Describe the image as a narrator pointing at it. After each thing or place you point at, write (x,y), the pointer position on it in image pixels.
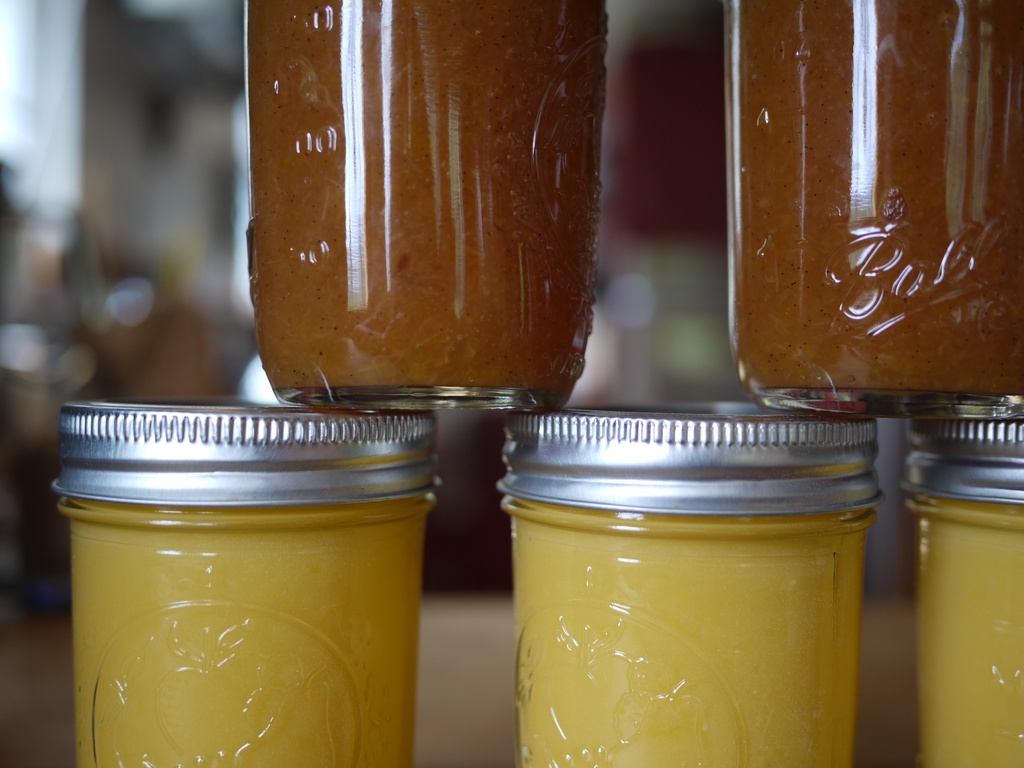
In this image I can see 5 glass jars (922,421) with silver lids (1015,497). The background (35,304) is blurred.
